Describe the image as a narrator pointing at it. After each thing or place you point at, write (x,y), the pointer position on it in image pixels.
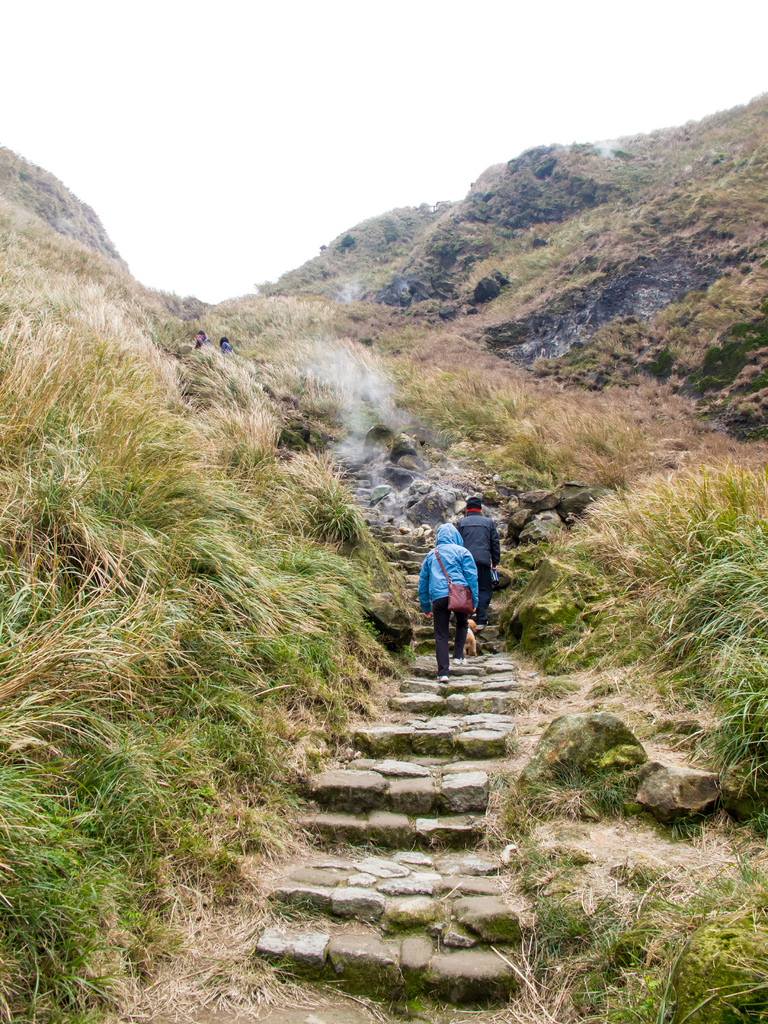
In this image, we can see two persons (447,607) are walking through the steps (425,542). Here we can see plants (600,369), grass (592,979), smoke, people (229,348) and hills (532,292). Top of the image (262,140), there is the sky (339,129).
